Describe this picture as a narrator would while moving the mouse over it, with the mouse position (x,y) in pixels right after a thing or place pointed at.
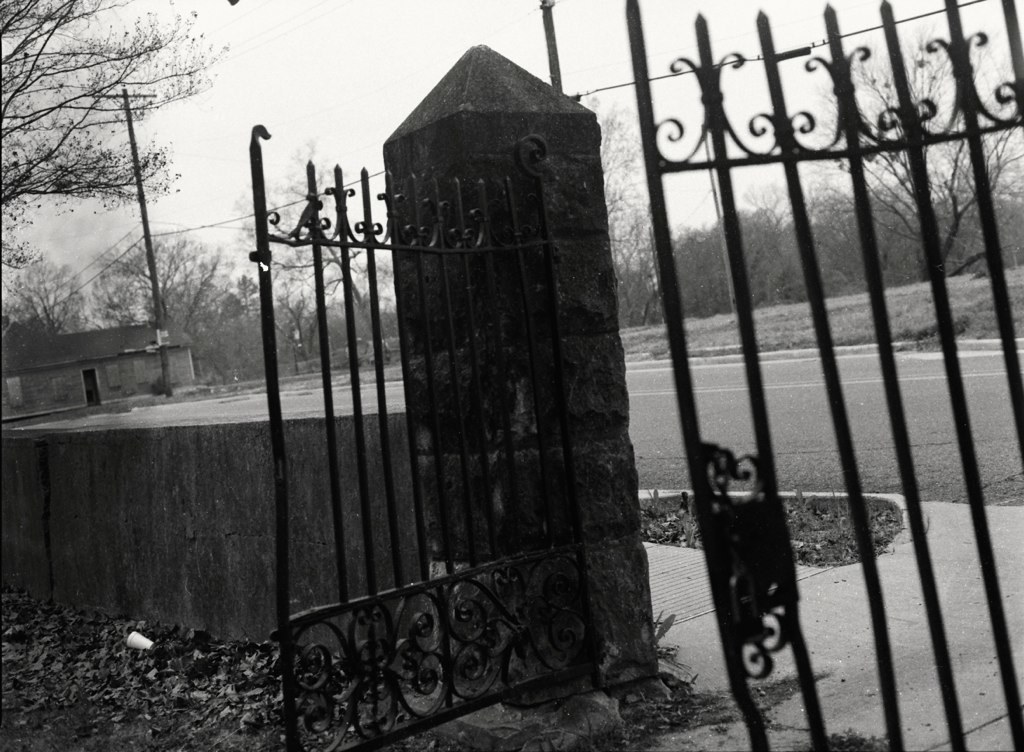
In this picture we can see grill gate (789,596) and small boundary wall (149,604). In the background (136,357) we can see small shed house (186,349), electric pole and some trees (284,324).
